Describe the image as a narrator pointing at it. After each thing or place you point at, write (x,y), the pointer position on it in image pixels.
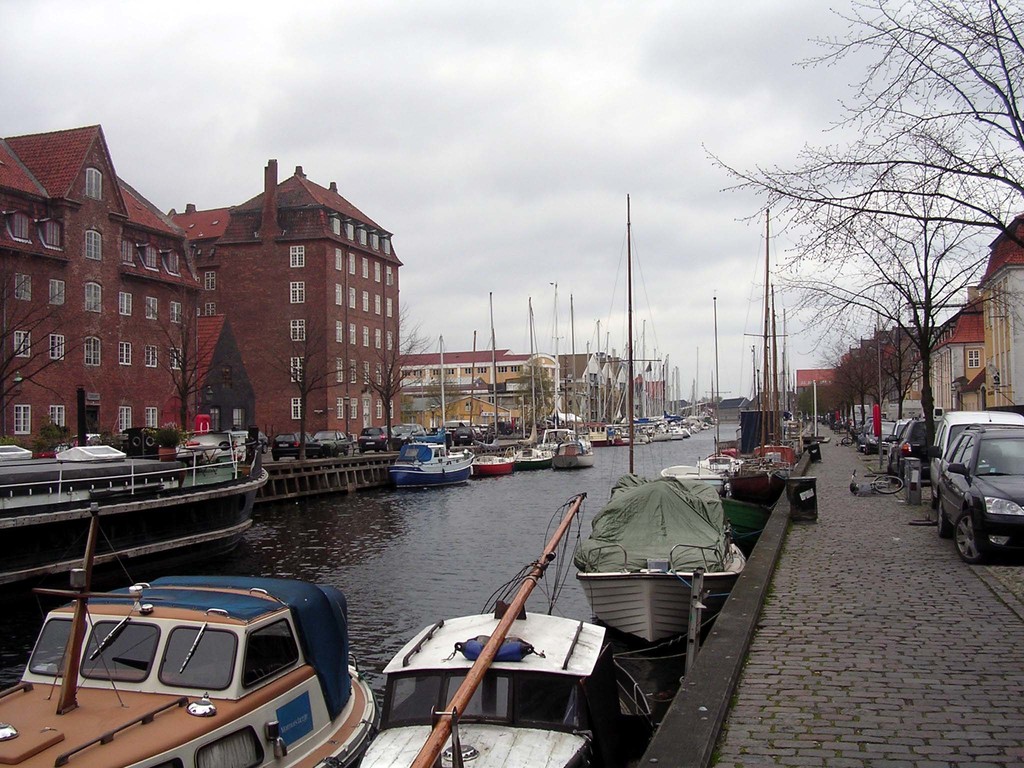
On water (415,554) there are boats (599,538). Here we can see vehicles (981,480) on the roads (902,578). Buildings (377,349) with windows (152,301). In-front of these buildings (982,313) there are trees (402,367). Sky (463,132) is cloudy.
